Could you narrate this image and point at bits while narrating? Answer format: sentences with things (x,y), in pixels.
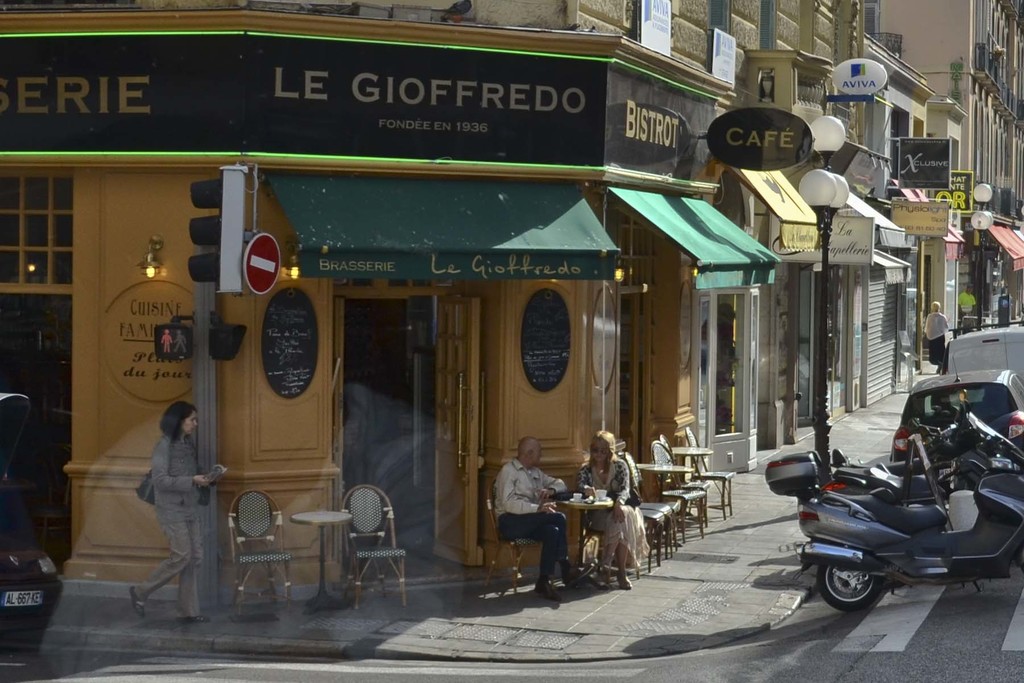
In the foreground (501,494) I can see two persons (547,587) are sitting on the chairs (491,502) in front of a table (603,504) on which there are cups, vehicles (773,484) on the road (815,592) and a few people (967,318). In the background (257,356) I can see buildings (155,554), traffic signals (237,339) and boards (803,255). This image is taken during a day.
